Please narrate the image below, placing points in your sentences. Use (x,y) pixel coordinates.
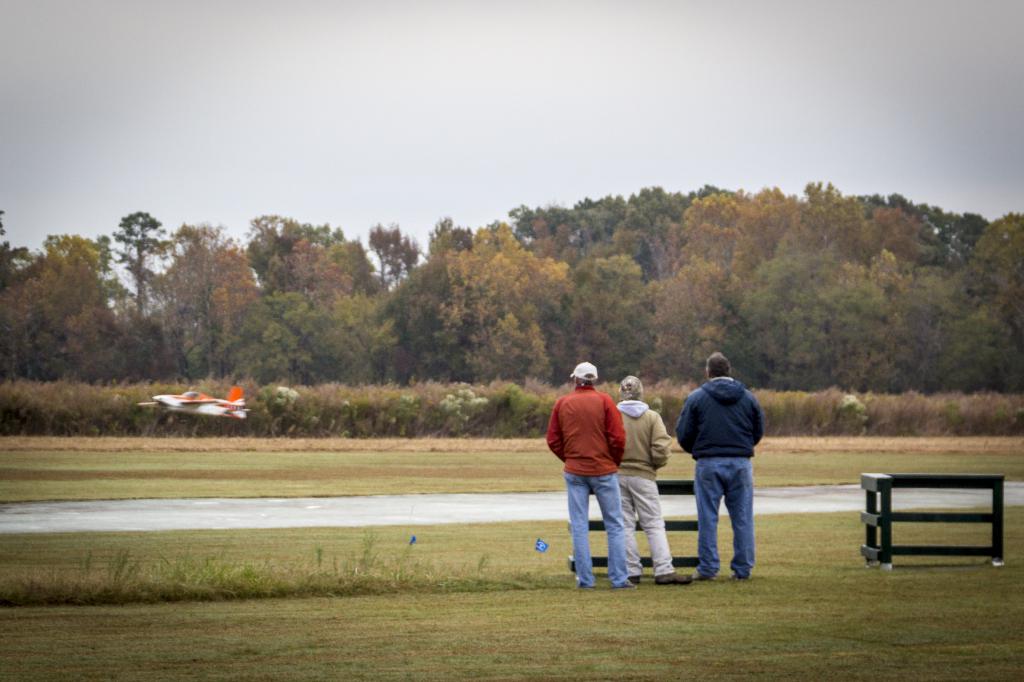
In this image I can see three persons (718,409) are standing and looking at the left side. On the left side (238,417) there is an aeroplane (226,412) flying in the air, in the middle (612,310) there are trees (597,301), at the top (591,77) it is the sky (533,105).
